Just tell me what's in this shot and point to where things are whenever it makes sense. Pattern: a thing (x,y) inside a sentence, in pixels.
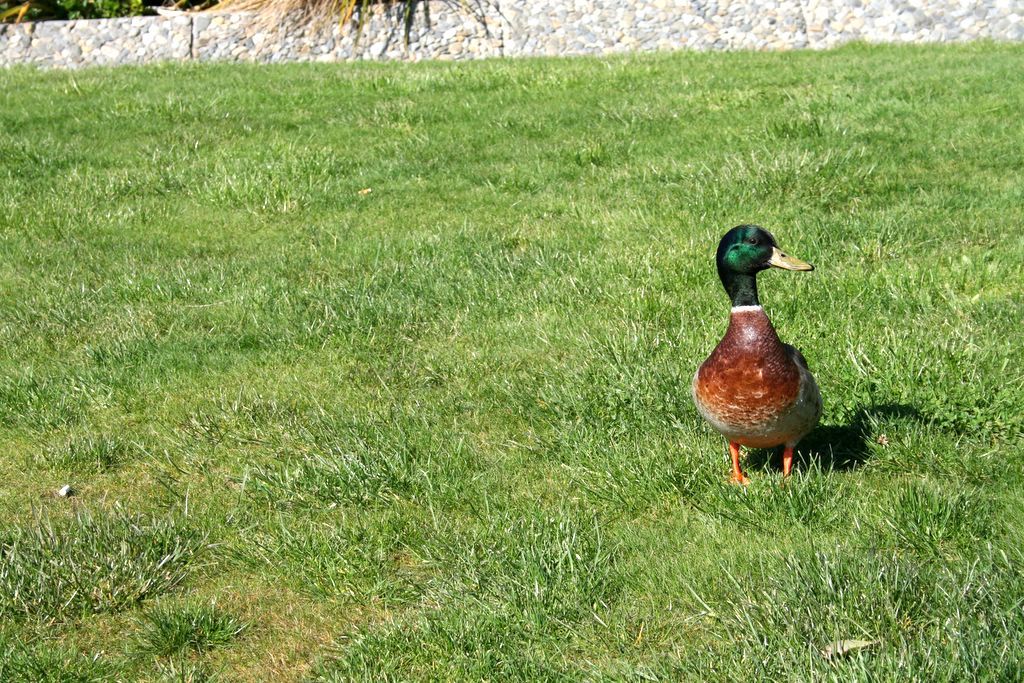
In this image there is a mallard (729,381) on the ground (691,377). In the background (301,61) there are stones (481,50) one beside the other. On the ground (437,405) there is grass (373,416).
